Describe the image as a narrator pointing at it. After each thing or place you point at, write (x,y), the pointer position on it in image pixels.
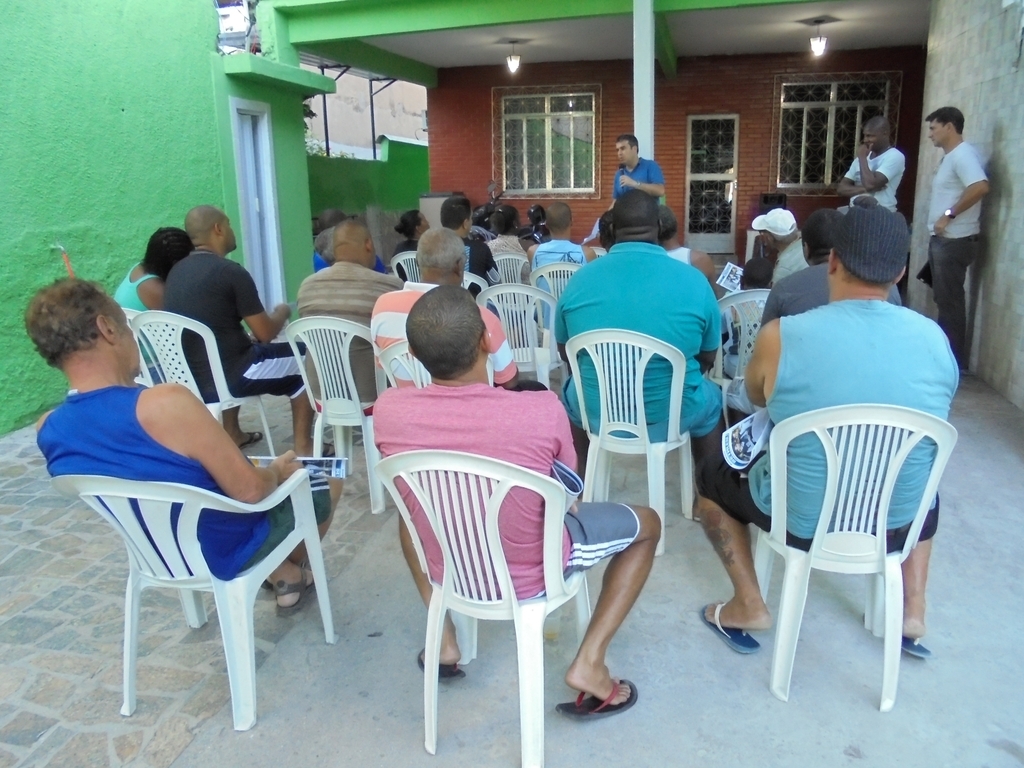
There are many people (126,422) sitting in the chairs (617,381) is in this picture. Three of them were standing. In the background (642,85) there is a pillar (647,111) and Windows (560,140) in this houses (557,59).
